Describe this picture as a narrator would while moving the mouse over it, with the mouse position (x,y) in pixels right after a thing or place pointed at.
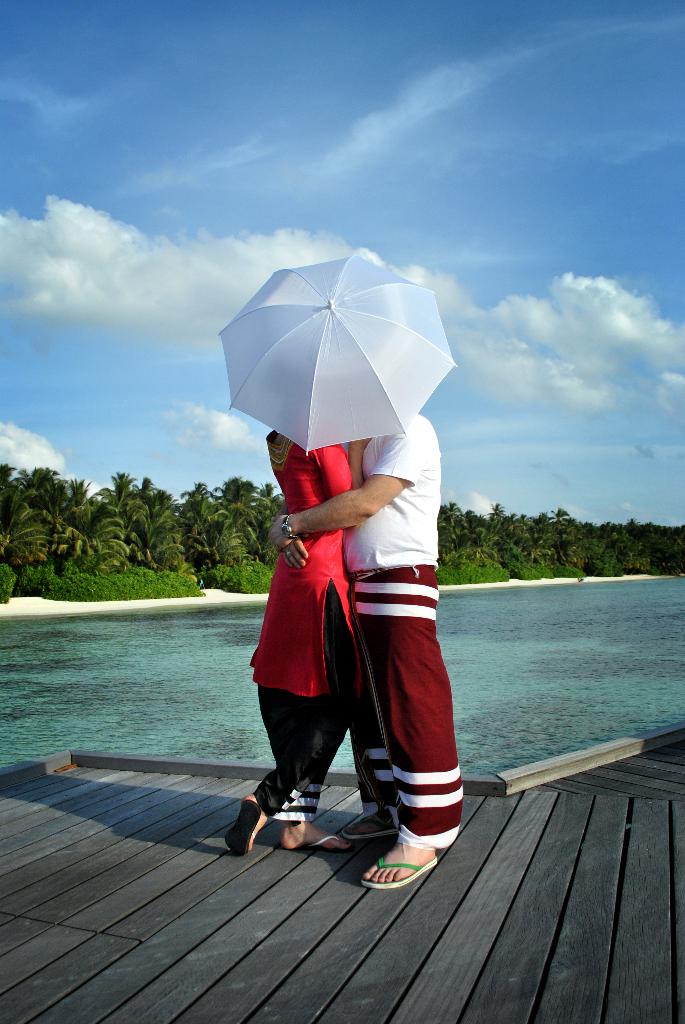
In this picture I can observe a couple (354,618) standing under an umbrella (314,412). The umbrella (317,305) is in white color. These couple (349,451) are wearing red and white color dresses (377,544). In the background (92,691) there is an ocean (584,639). I can observe some trees (272,518) and plants (226,568) on the land (267,540). There is a sky (220,168) with some clouds (296,236) in the background (244,236).
